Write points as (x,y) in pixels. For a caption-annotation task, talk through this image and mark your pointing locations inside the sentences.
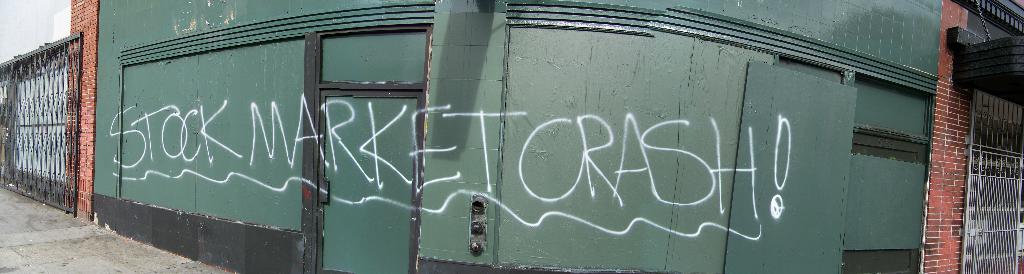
This seems like panorama shot of a building (333,196), where we can see grill (54,125) on the both the sides and a green wall (608,63) with text (361,154) on it.
